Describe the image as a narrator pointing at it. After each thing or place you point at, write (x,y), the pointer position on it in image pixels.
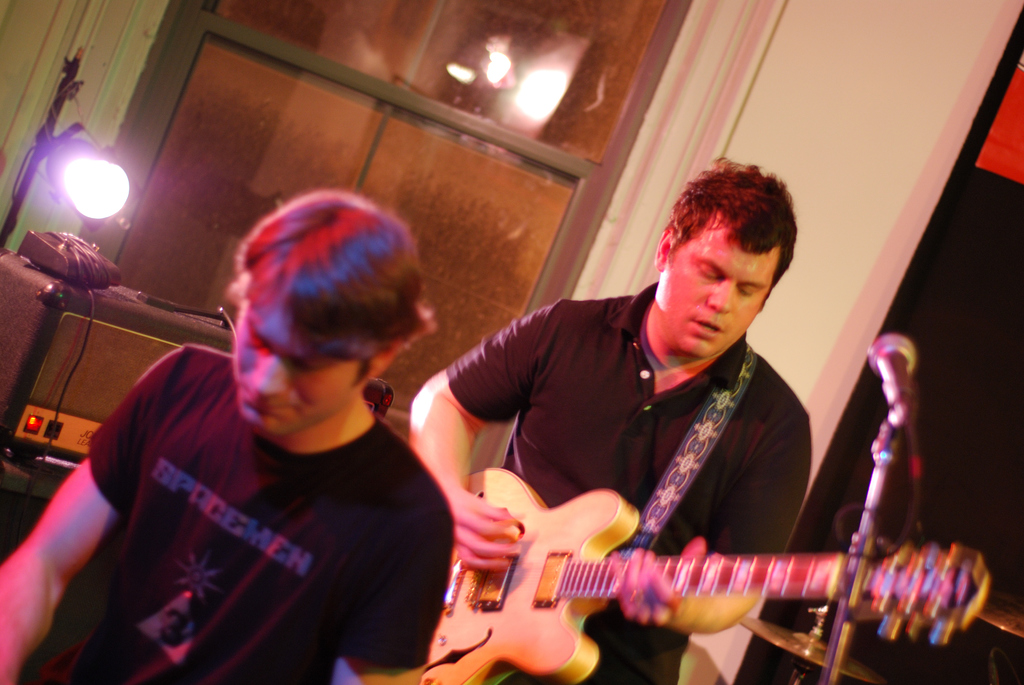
In the image we can see two persons (387,250), on the left corner (319,474) we can see one person (293,412) is standing. And back of him we can see he is playing guitar (570,584). And in front of them there is a microphone (887,366). And coming to the background (800,114) there is a wall (828,90).
